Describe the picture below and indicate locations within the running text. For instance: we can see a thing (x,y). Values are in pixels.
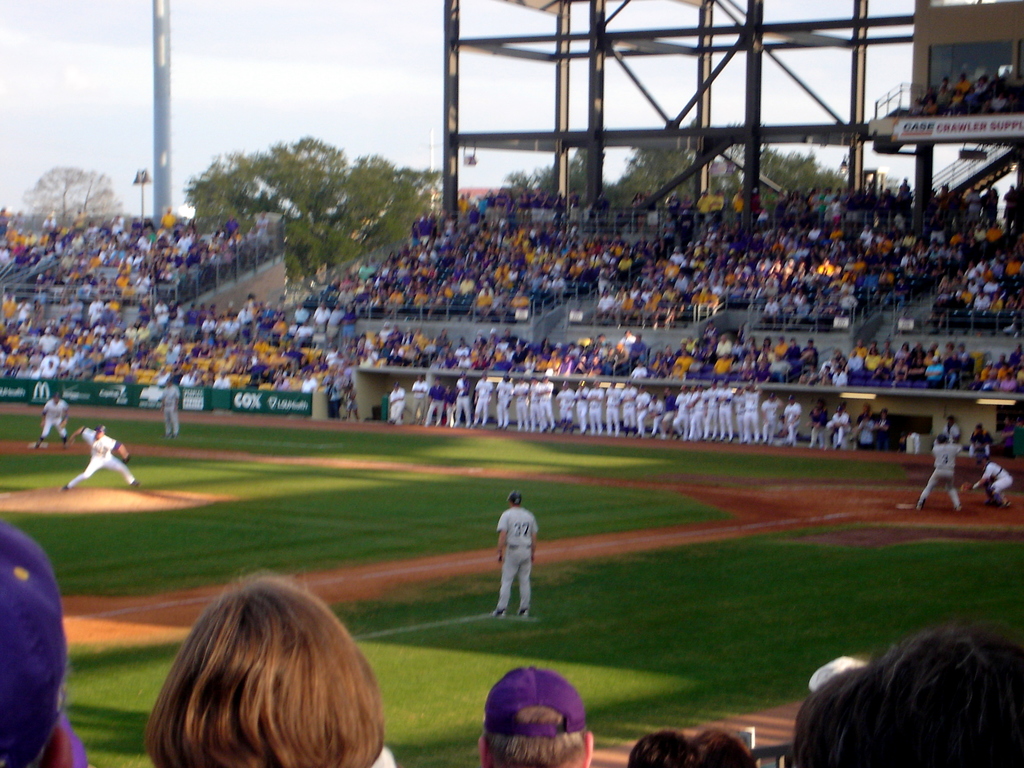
In the picture we can see a stadium (497,547) with a ground (751,723) and some parts with green color mat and some people (529,554) are playing a baseball and they are in sports wear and around the ground (781,728) we can see audience (798,737) sitting on the chairs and in the background (741,160) we can see some trees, poles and sky (348,160).
